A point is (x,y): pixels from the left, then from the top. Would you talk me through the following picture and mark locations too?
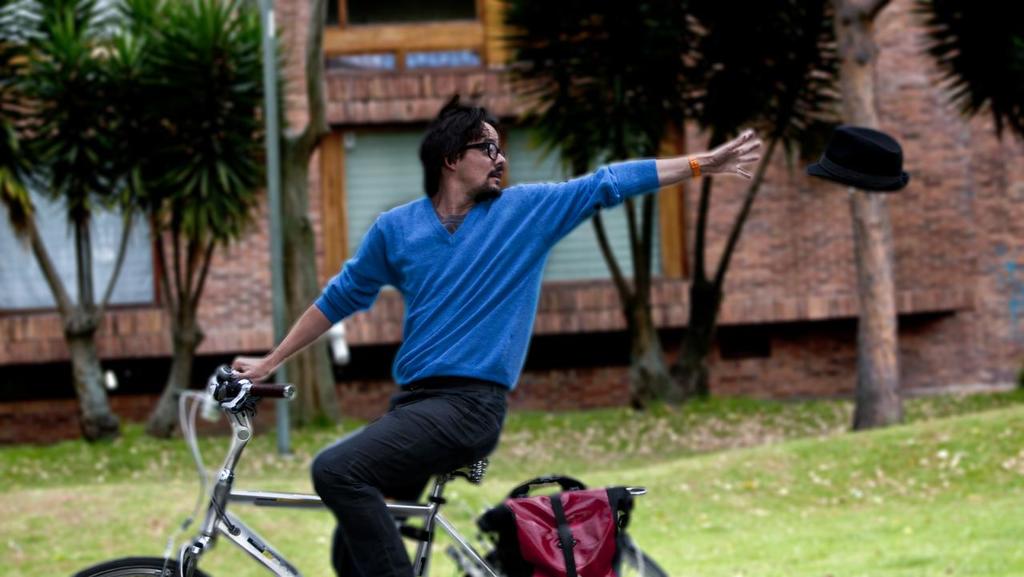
In this image i can see a man (472,194) riding bi-cycle (266,545), he is wearing blue shirt (435,369) and black pant (437,400), there is a bag (510,521). At background (614,96) i can see a tree (615,16), a building (404,34) and the bag (530,517) is in maroon color.
